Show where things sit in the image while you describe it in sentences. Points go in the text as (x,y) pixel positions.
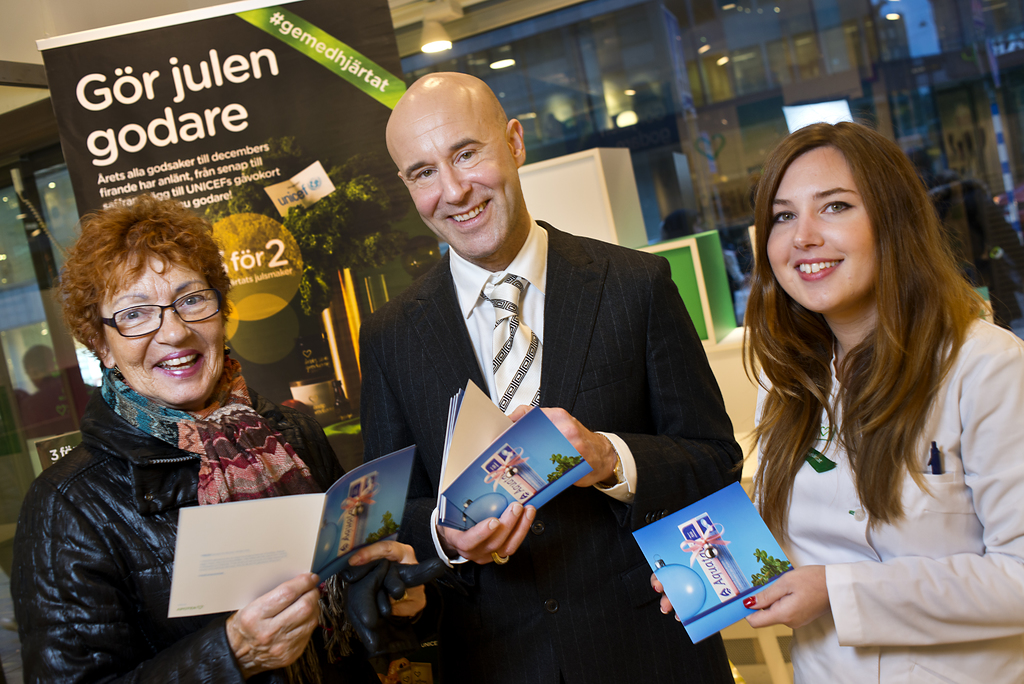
In this picture we can see three persons (239,469) standing and smiling, they are holding books (522,496), in the background (748,109) there is glass (737,70), we can see lights (439,50) at the top of the picture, there is a hoarding (321,100) here, we can see some text (169,143) on the hoarding (144,124).
